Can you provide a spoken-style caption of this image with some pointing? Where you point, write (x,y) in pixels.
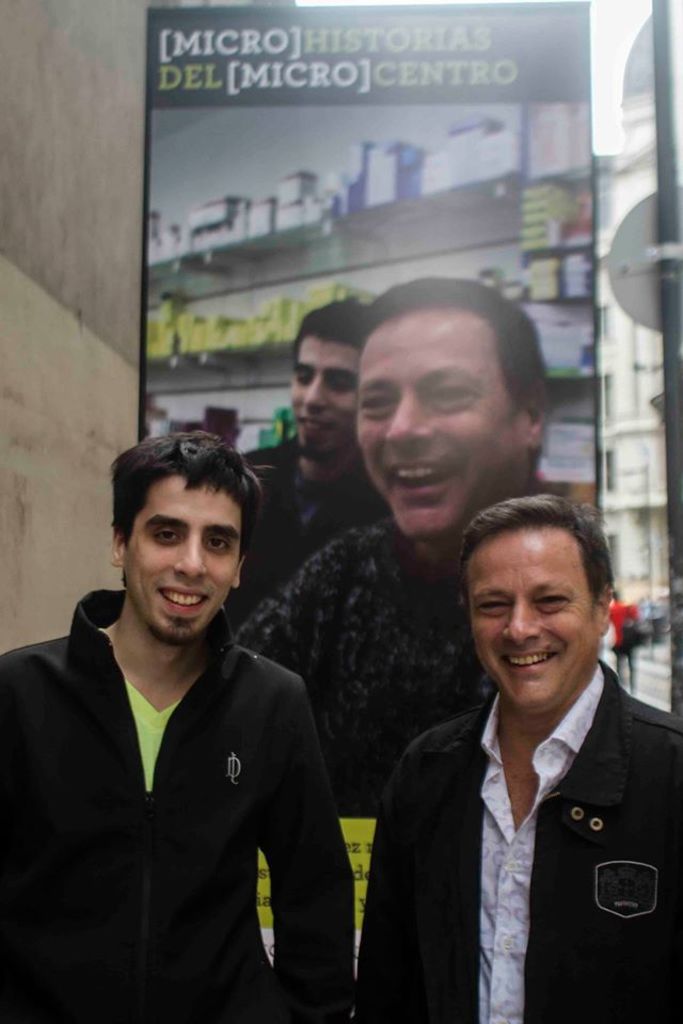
In this picture we have 2 people (197,639) posing before a billboard (262,405) with their own faces (488,445) on it. The billboard (373,706) has micro historias del microcentro written on it. The right person (516,780) is wearing a white shirt (491,754) and a black suit (389,945) and the left person (295,734) is wearing a black sweater (82,1017) and a green T shirt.
